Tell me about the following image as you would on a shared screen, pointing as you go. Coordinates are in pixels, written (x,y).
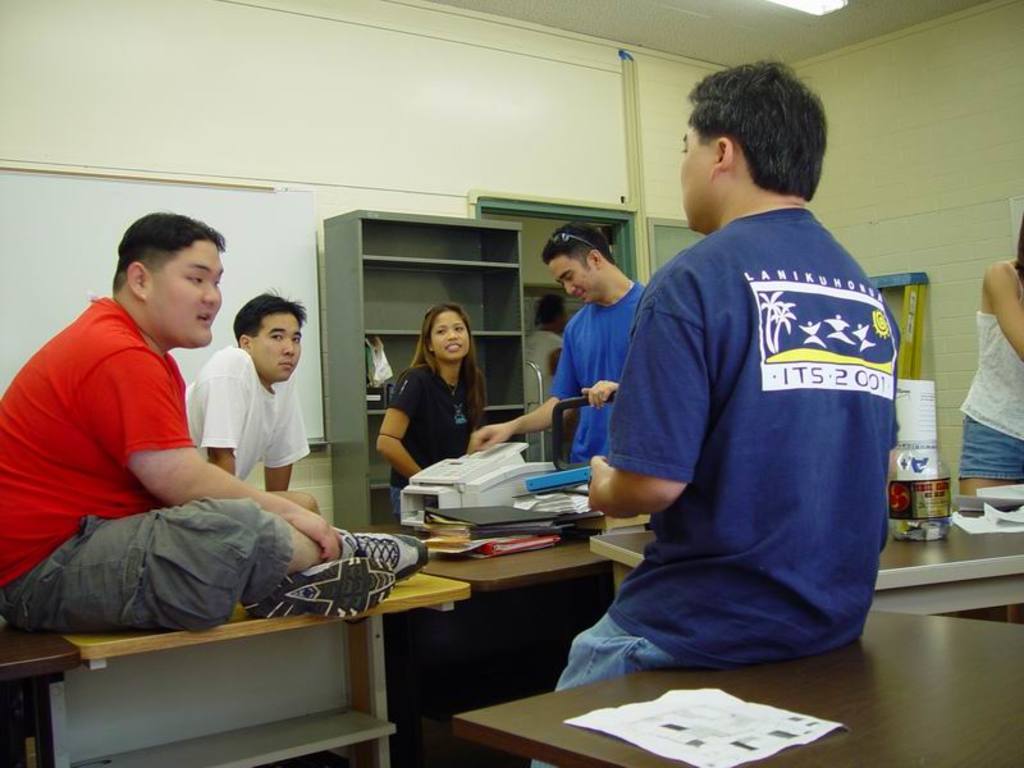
This is the picture of a room (593,561) in which there are some people (730,540), among them some are sitting on the tables (311,708) on which there are some things (925,411) and some other people (583,306) standing and to the side there is a board (124,196) and some shelves (355,229).
